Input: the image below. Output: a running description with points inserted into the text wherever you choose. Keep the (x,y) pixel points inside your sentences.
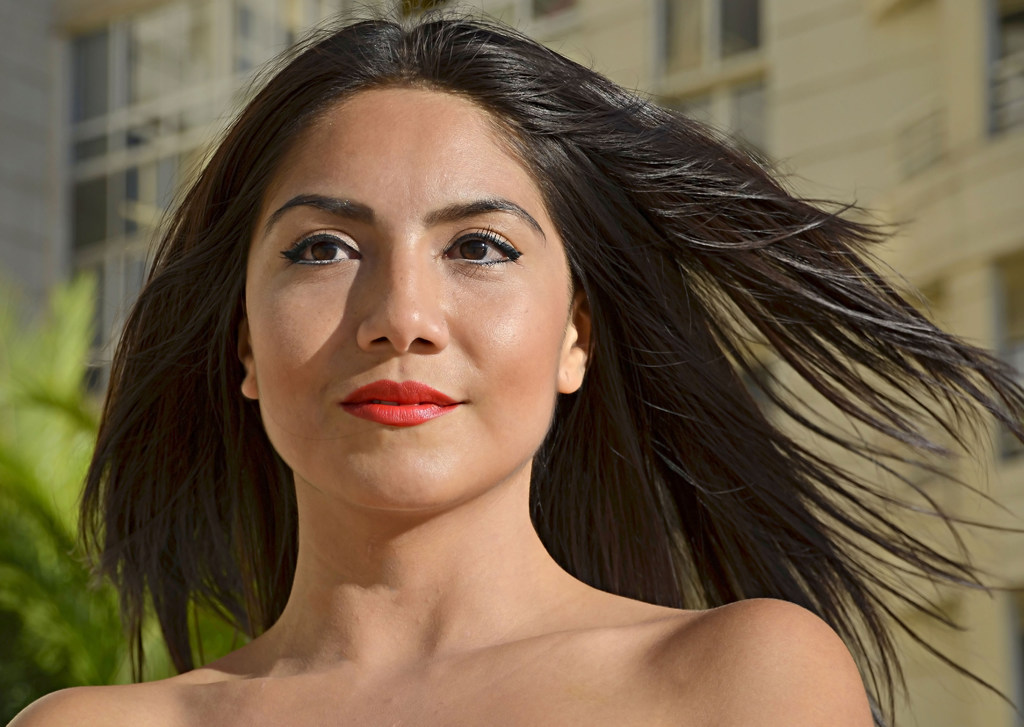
In this image we can see a woman (655,649). In the background (819,108), we can see a building (67,210) and tree (36,427).
